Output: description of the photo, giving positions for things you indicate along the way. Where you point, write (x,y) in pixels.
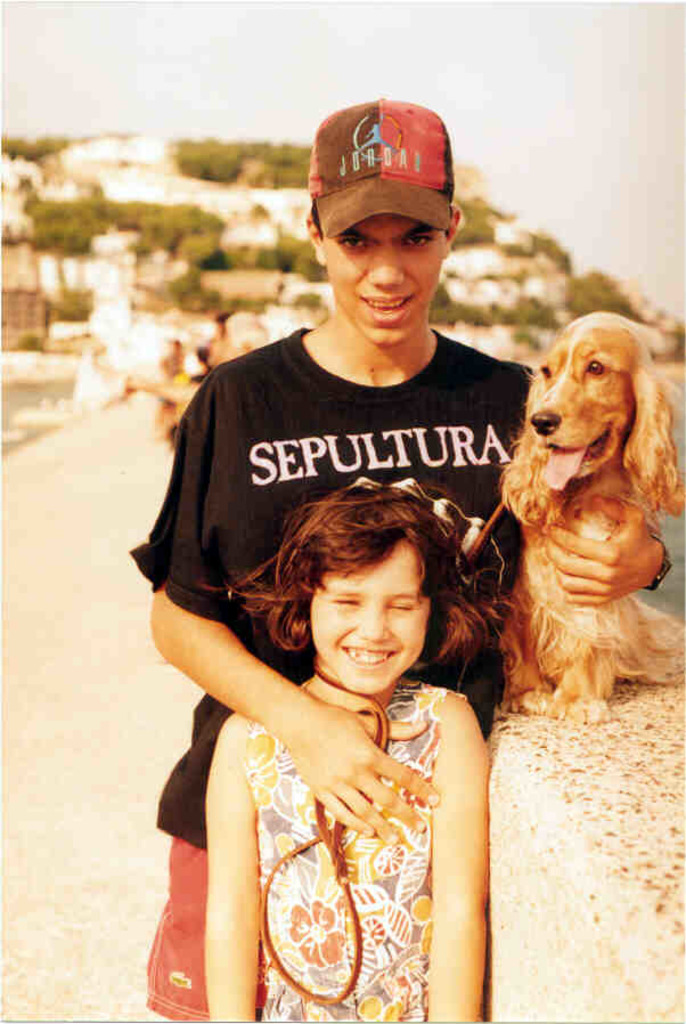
The person (276,390) wearing black shirt (375,426) is holding a dog (585,509) with one of his hands (622,551) which is on the wall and placed his other hand (351,718) on a kid (392,715) in front of him.
